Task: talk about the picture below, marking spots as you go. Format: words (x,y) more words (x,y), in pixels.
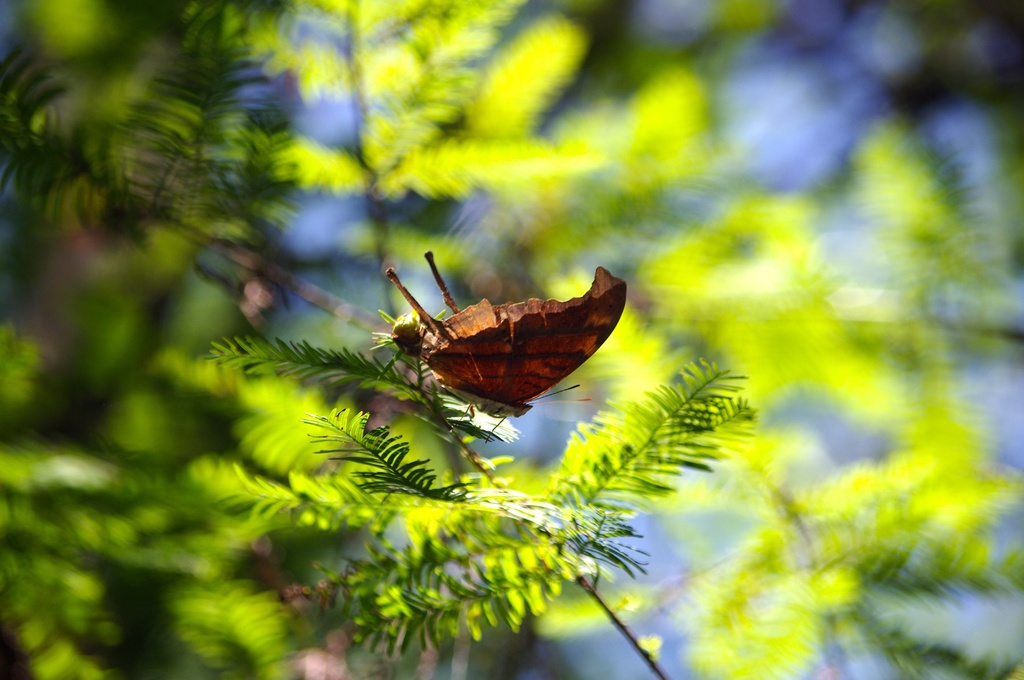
In this image there are trees (495,520), there is a butterfly (512,344) on the tree (470,446).
